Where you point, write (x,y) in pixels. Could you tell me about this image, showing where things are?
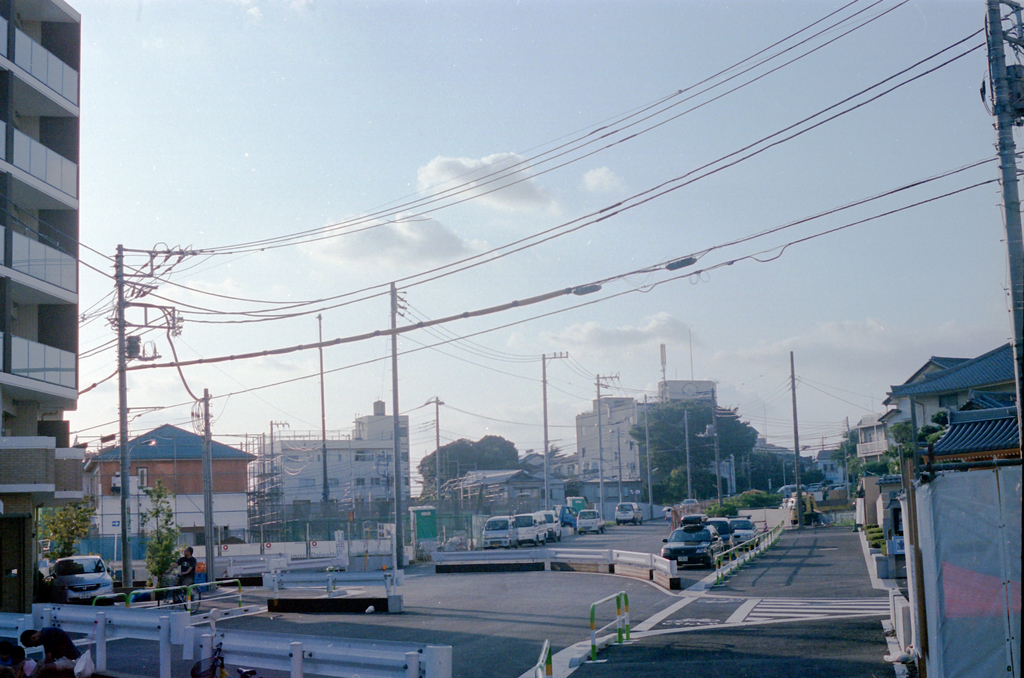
In this picture we can see many cars (715,535) and other vehicles (567,510) on the road (498,583). Beside the road (538,622) we can see electric wires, trees (807,464), poles (545,478), fencing (285,536), gate (476,527), boundary wall (181,543) and person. At the bottom (65,614) we can see the railings (440,668). In the bottom left corner (27,631) we can see the group of persons (33,660). At the top (703,85) we can see sky (444,89) and clouds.
